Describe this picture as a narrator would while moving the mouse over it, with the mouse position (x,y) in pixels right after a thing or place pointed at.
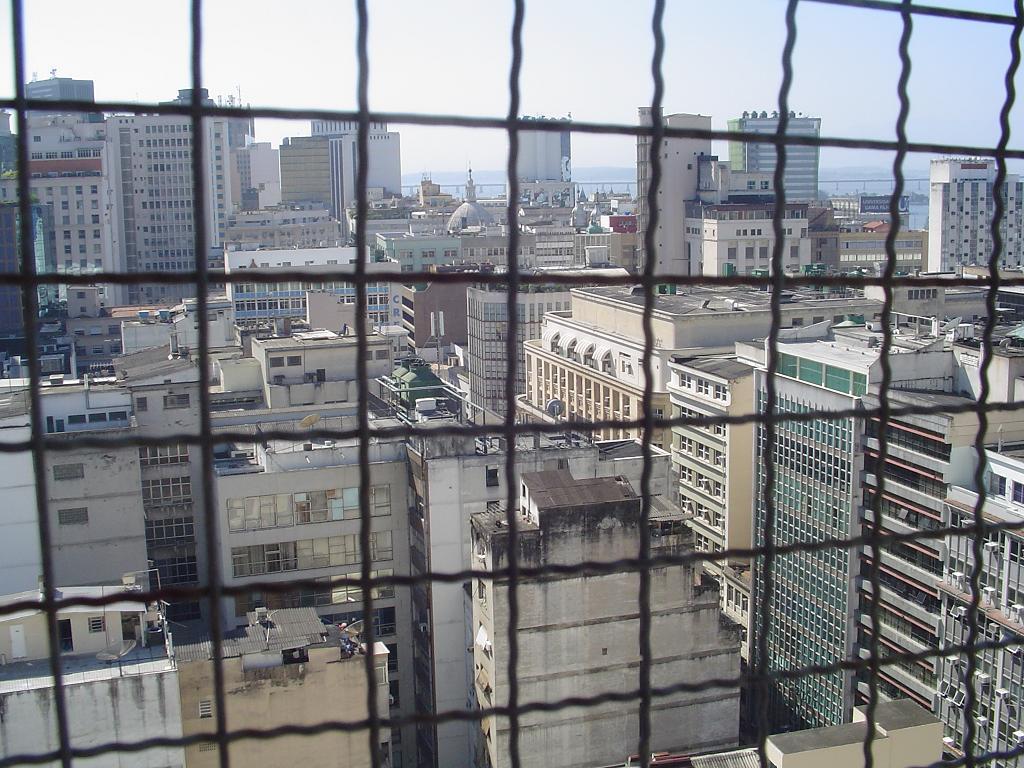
In this image we can see steel railing (194,66) through which we can see the tower buildings (401,268) and the sky (740,116) in the background (481,69).
